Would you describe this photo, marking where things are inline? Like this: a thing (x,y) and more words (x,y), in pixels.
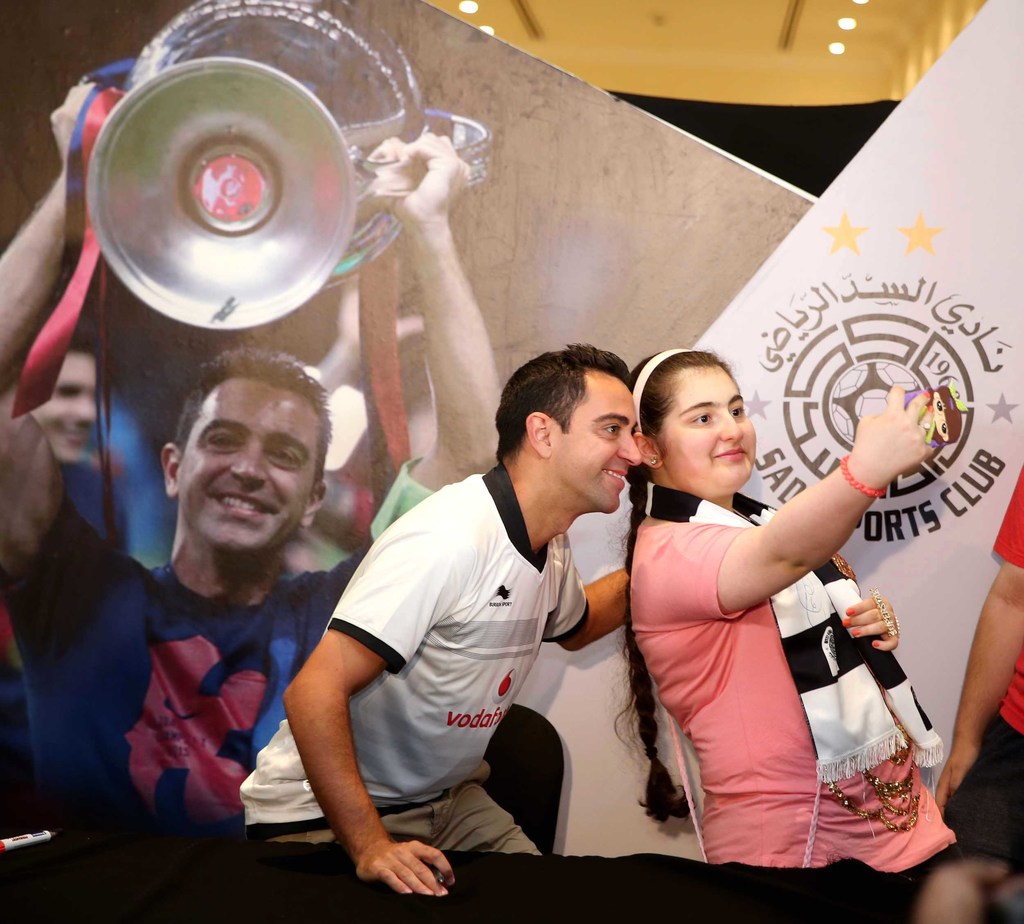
In this image, we can see a man (414,711) smiling and there is a lady (815,530) holding mobile (940,413) in her hand (898,424) and in the background (241,282), we can see a poster (210,459), in that poster (189,602) there is a man (237,502) holding cup (295,279) in his hands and smiling.
